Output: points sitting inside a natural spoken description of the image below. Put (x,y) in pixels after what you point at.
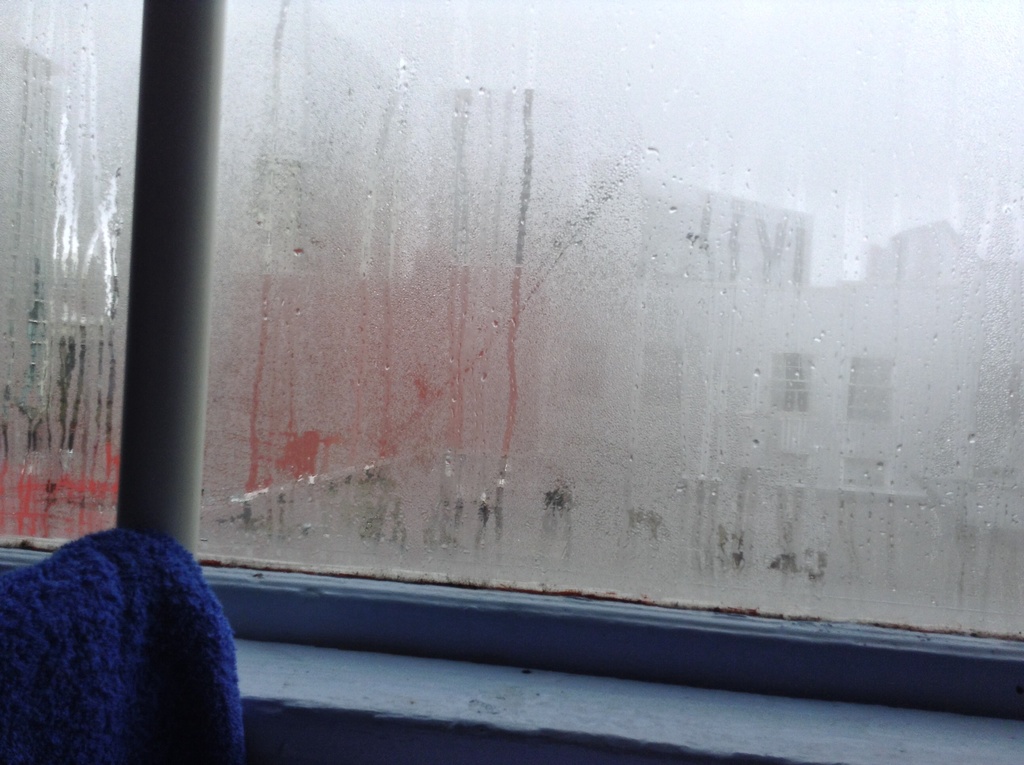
In the image, there is a window (476,98) filled with water droplets (598,446) and in front of the window (68,523) there is a blue cloth (139,647).
